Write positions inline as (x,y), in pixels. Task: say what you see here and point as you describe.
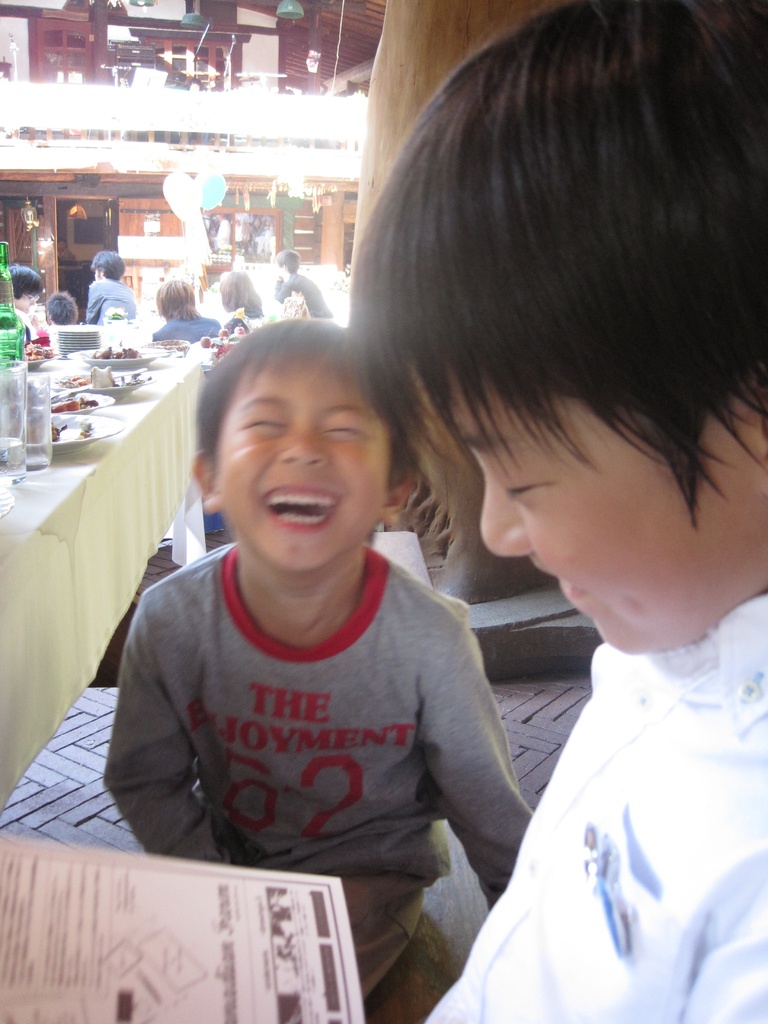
In this image in the foreground (557,486) there is one boy (743,592) who is holding something, and beside him there is another boy (358,735) who is laughing. And in the background (124,510) there is a table (94,509), on the table (39,502) there are some plates (70,345), glasses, bottles (11,324), and in the background (132,194) there is a building (218,251) some people (164,300), lights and some objects (204,31). At the bottom of the image (65,792) there is floor (40,792).
